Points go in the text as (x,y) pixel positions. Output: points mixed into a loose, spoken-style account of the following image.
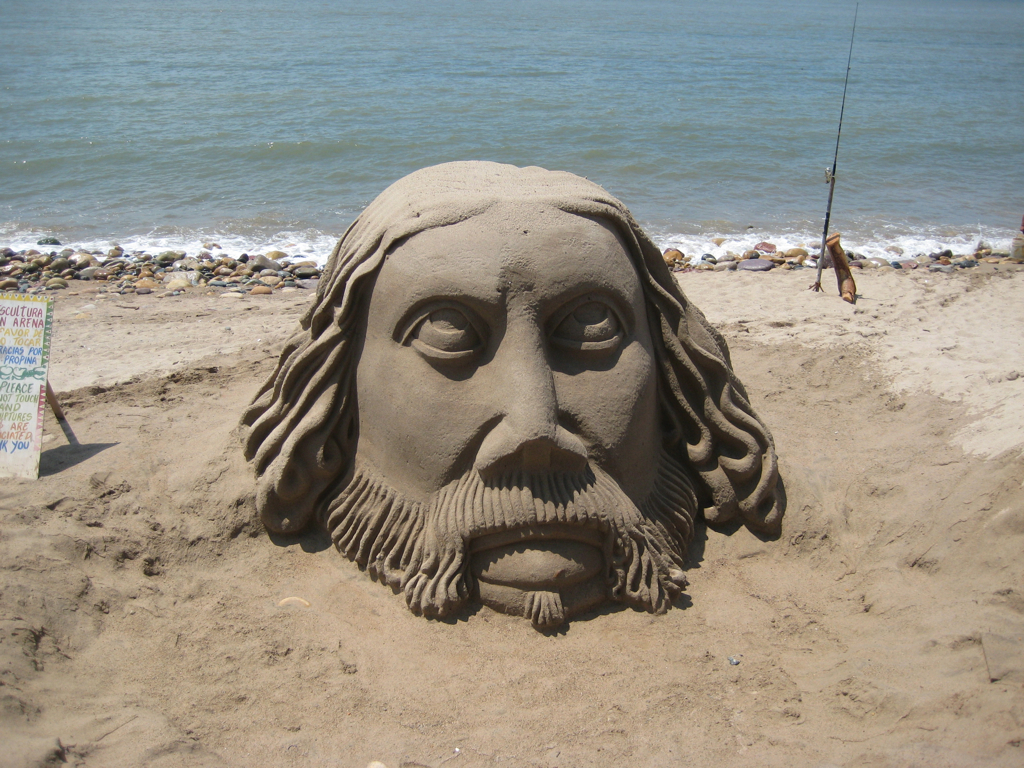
In this image I can see the sand art (467,485) of the person's head (438,478). To the left (55,415) I can see the board (40,375). In the background (236,246) I can see stones (268,273) and the water (378,108).
